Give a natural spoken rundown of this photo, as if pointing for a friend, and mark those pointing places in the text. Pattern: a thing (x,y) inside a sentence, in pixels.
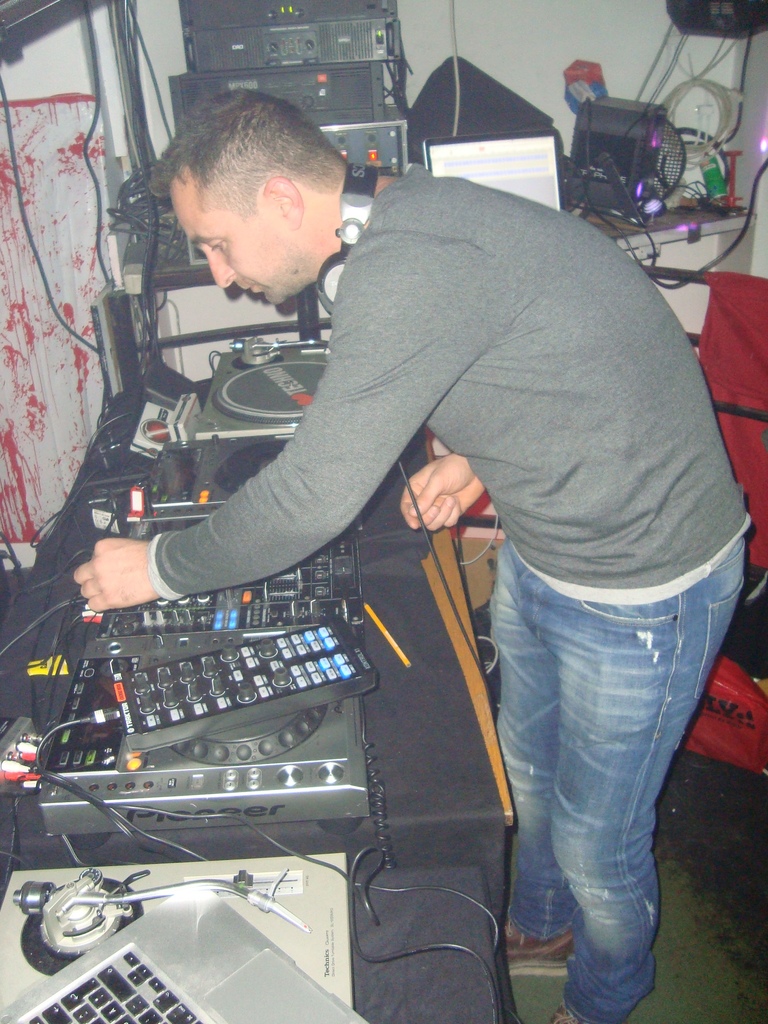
This picture shows a man (366,389) standing and we see few electronic items (234,711) on the table (150,849) and we see a laptop (246,980) on another table (474,1019) and we see headset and he is connecting some wires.
